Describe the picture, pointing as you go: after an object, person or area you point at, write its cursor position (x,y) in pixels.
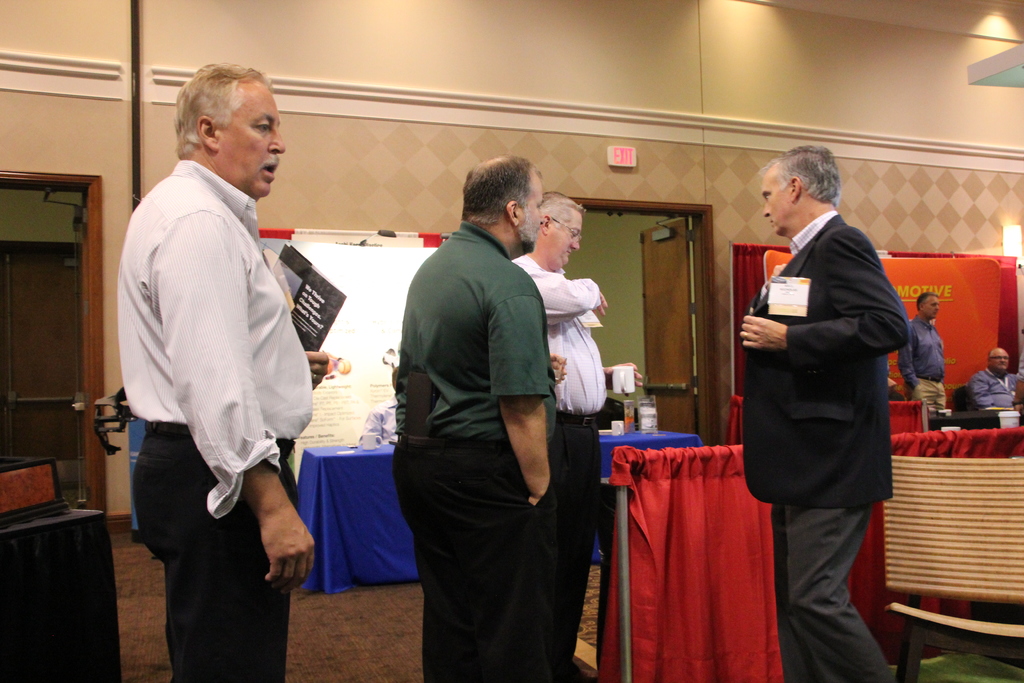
Men (214,620) are standing in a room (385,628). There is a chair (960,593) on the right (996,593). There are tables (70,680) on which there are few items (1004,416). There are doors (669,391) at the back (664,403) and there is an exit board (628,157) above it. There are lights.
